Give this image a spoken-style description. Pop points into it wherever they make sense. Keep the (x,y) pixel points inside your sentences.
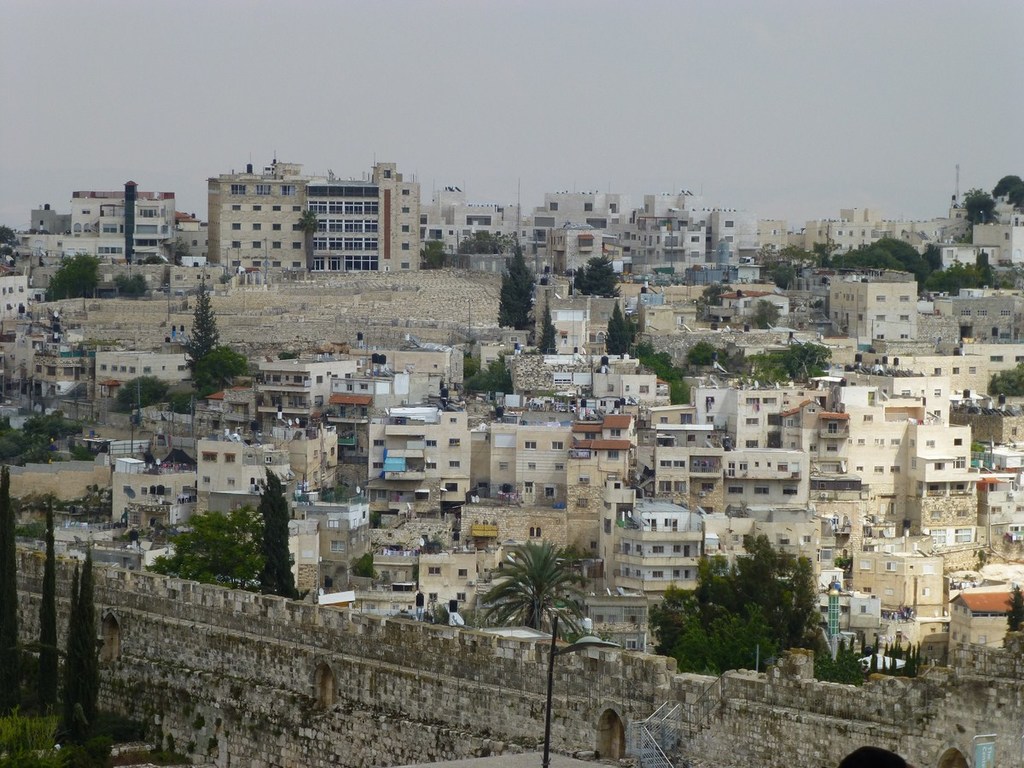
In this image I can see number of buildings (502,476), number of trees (806,375) and on the left side of the image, I can see few poles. In the background (789,174) I can see the sky (792,115).
